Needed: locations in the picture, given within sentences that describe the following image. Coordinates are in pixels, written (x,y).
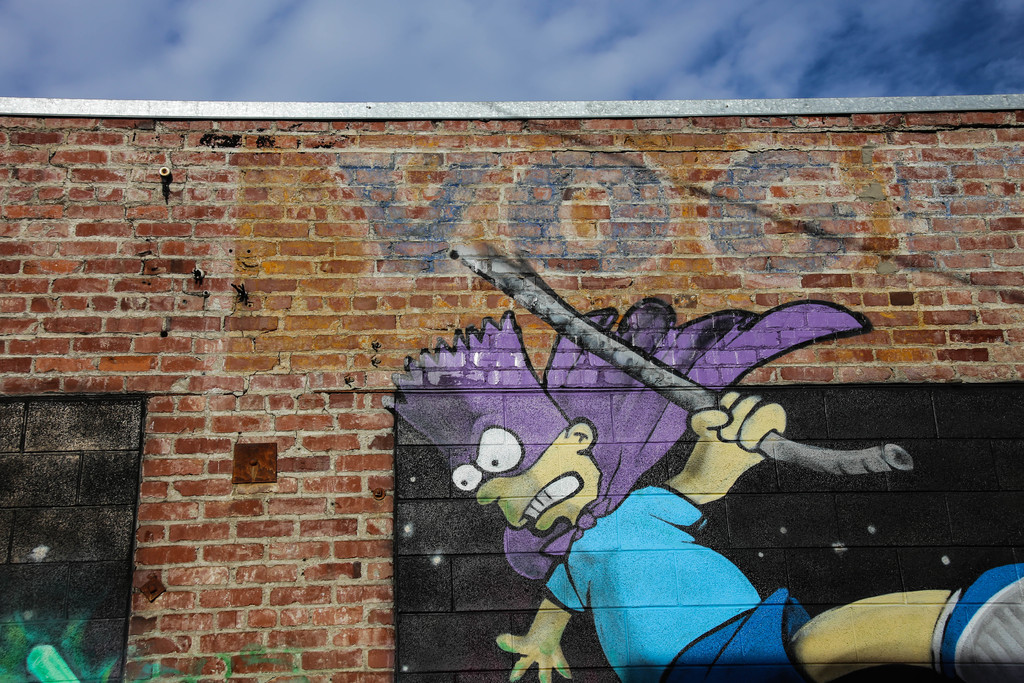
In this image, I can see the painting (452,558) of a cartoon image (685,430) on the wall (759,276). This wall (304,284) is built with the bricks (321,446). At the top of the image (407,67), I can see the sky (749,58).
